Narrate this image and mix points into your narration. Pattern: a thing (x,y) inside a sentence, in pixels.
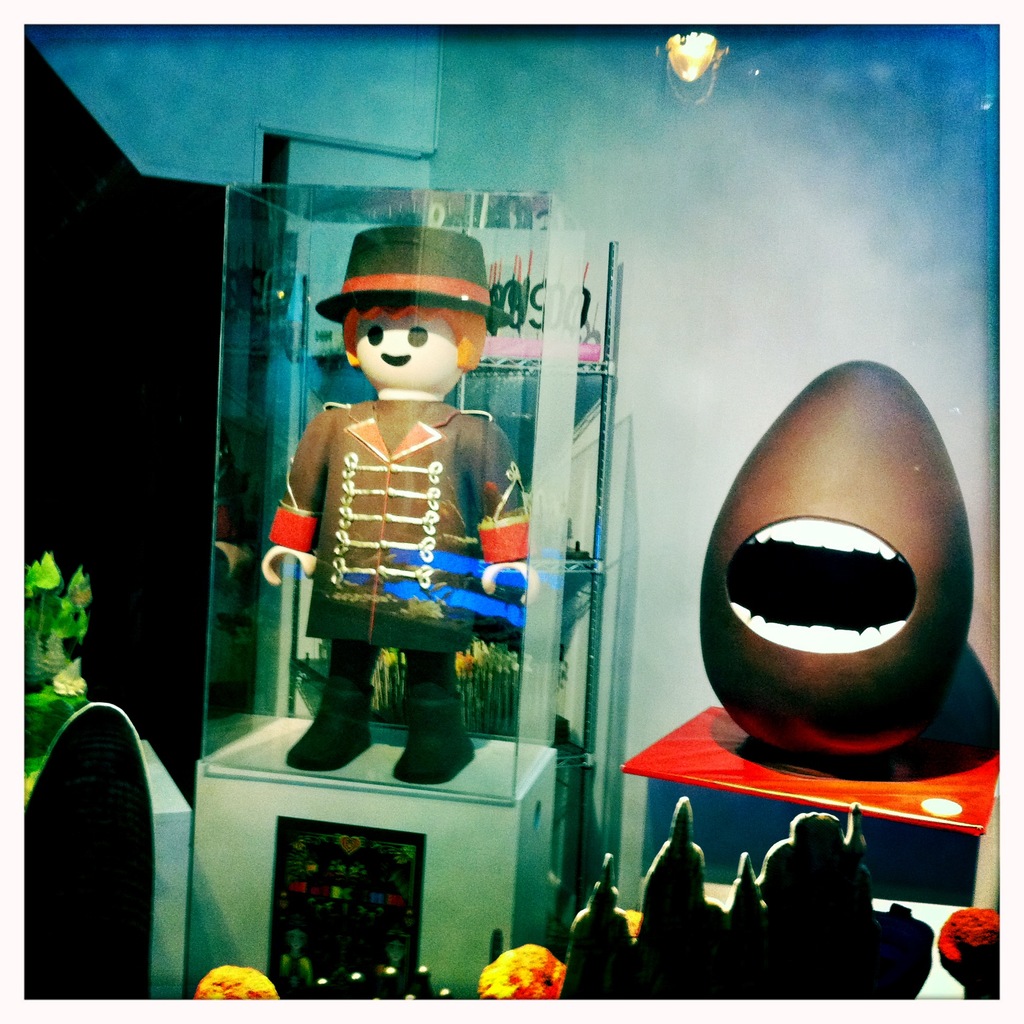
In this image we can see the depiction of a man (443,528) in the display (546,646). We can also see the toys (831,666) and also some objects (876,924). Image also consists of the lights (696,39) and also the wall (706,98).
